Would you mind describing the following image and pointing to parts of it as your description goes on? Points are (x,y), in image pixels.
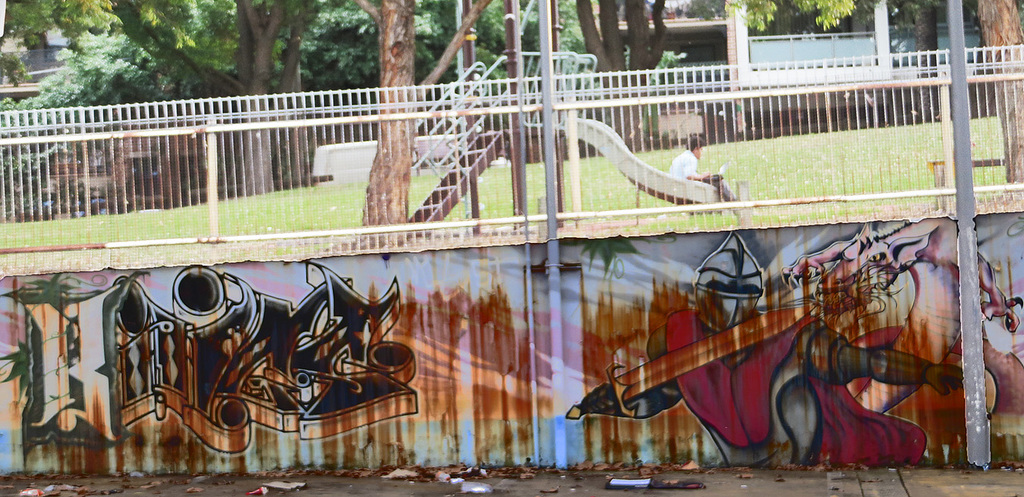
This image is taken outdoors. At the bottom of the image (303,495) there is a road (826,484). In the middle of the image (476,320) there is a wall (184,345) with a graffiti (457,334) and a railing (144,131). There is a ground (359,184) with grass (825,145) on it and there is a slide (662,184). In the background (129,61) there are a few trees (441,54) and there is a bench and a boy (694,161) is sitting on the slide (630,160).
